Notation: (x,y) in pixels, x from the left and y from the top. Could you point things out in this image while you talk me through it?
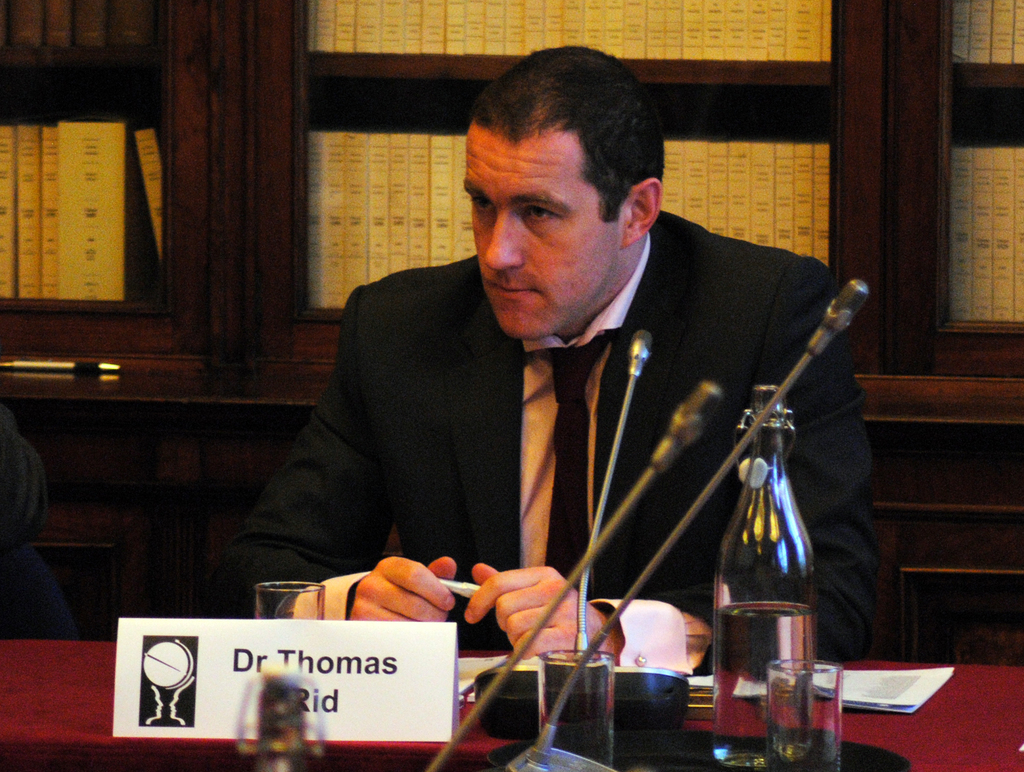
In this image I can see a man (840,571) is sitting next to a table (424,755). On this table (948,753) I can see a bottle (746,609), few glasses (787,739) and few mics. In the background (24,211) I can see number of files (958,175).
